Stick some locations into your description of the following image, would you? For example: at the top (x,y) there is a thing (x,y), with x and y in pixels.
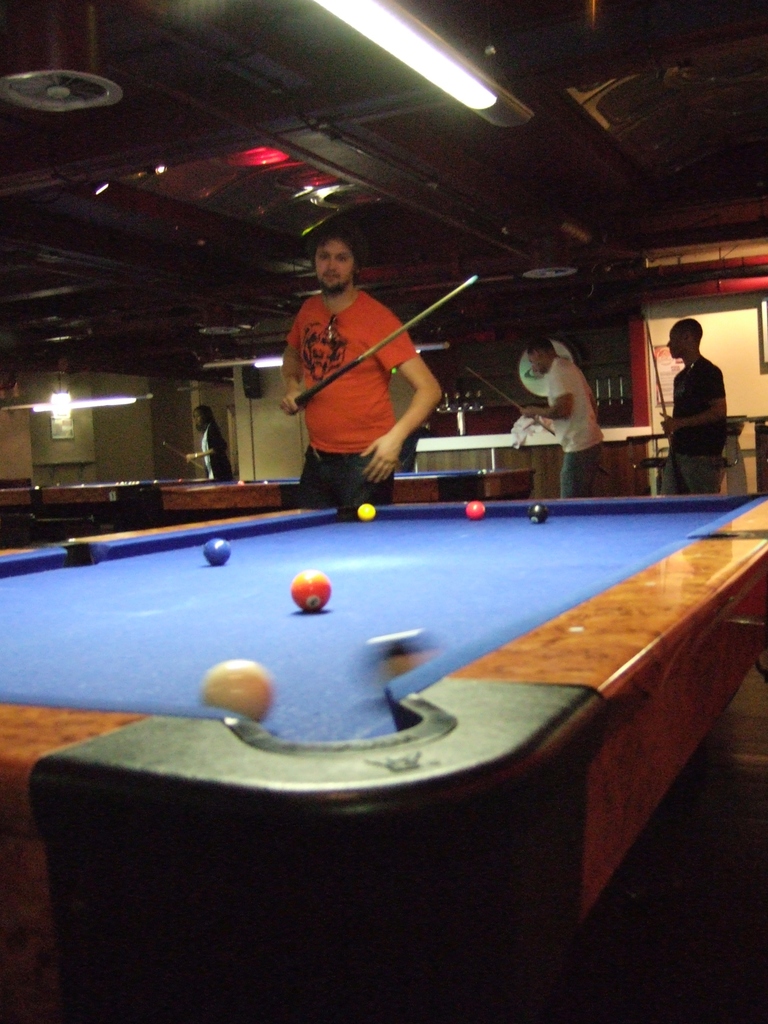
This is a picture taken in a room (296,438), there are group of people (576,407) standing on the floor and there are playing the snooker game. The man (370,375) in orange t shirt (346,393) holding a stick (380,347). On top of them there is a light (387,34).
